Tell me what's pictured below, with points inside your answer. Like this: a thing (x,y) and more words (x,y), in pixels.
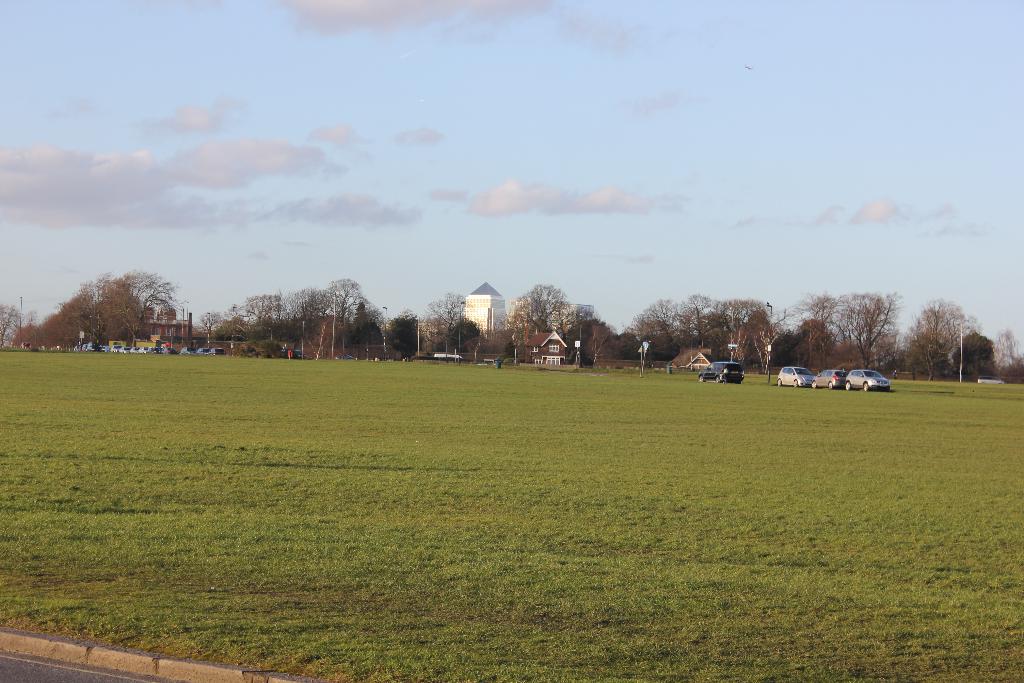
In this image I can see few buildings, trees (789,340), poles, vehicles (706,371) and green grass (508,408). The sky (449,173) is in blue and white color.
